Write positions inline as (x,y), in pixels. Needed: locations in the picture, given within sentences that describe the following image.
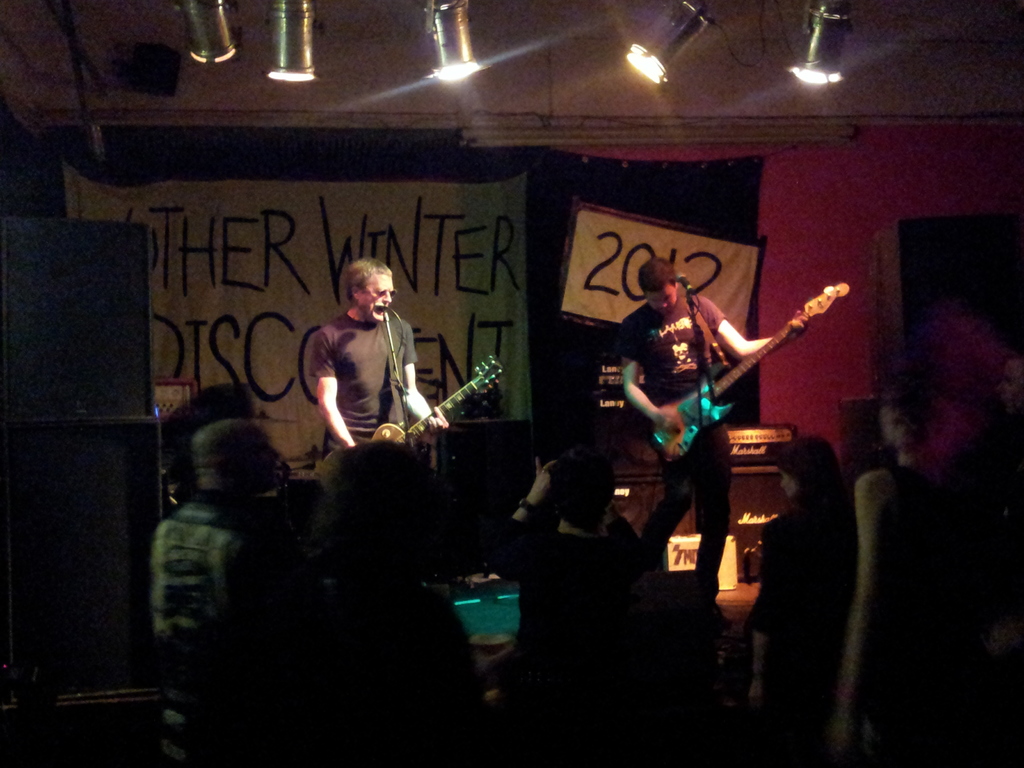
Here we can see both people (405,361) playing guitar (683,412) with microphones (691,296) in front of them and at the front (594,467) there are a group of people (569,738) enjoying their music and at the top (227,48) there are lights (656,63).
